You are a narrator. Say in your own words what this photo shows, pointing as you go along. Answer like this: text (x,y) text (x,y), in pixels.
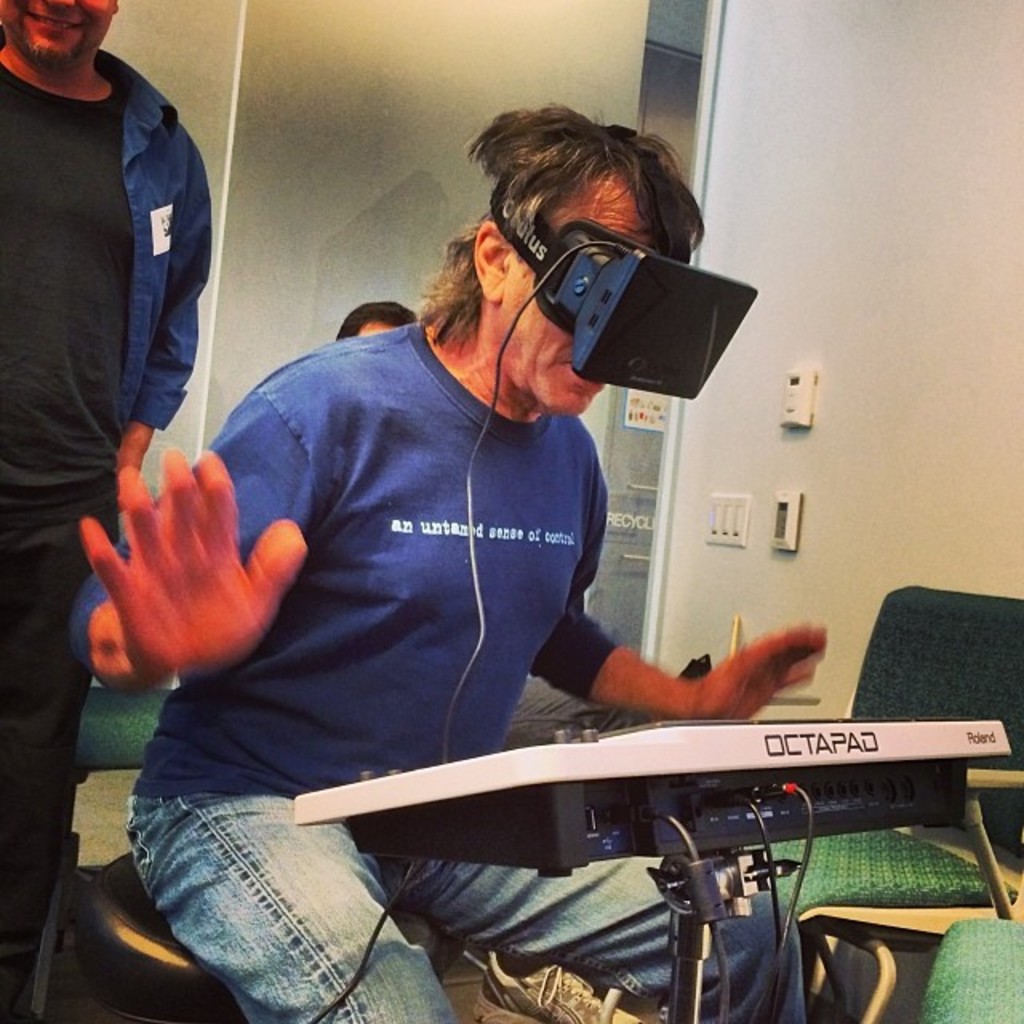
In this image we can see three persons (422,435), one of them is wearing an electronic gadget (603,285) on his face (561,334), in front of him there is a musical instrument (665,820), there are chairs (998,796), also we can see the wall (796,334), and switches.
